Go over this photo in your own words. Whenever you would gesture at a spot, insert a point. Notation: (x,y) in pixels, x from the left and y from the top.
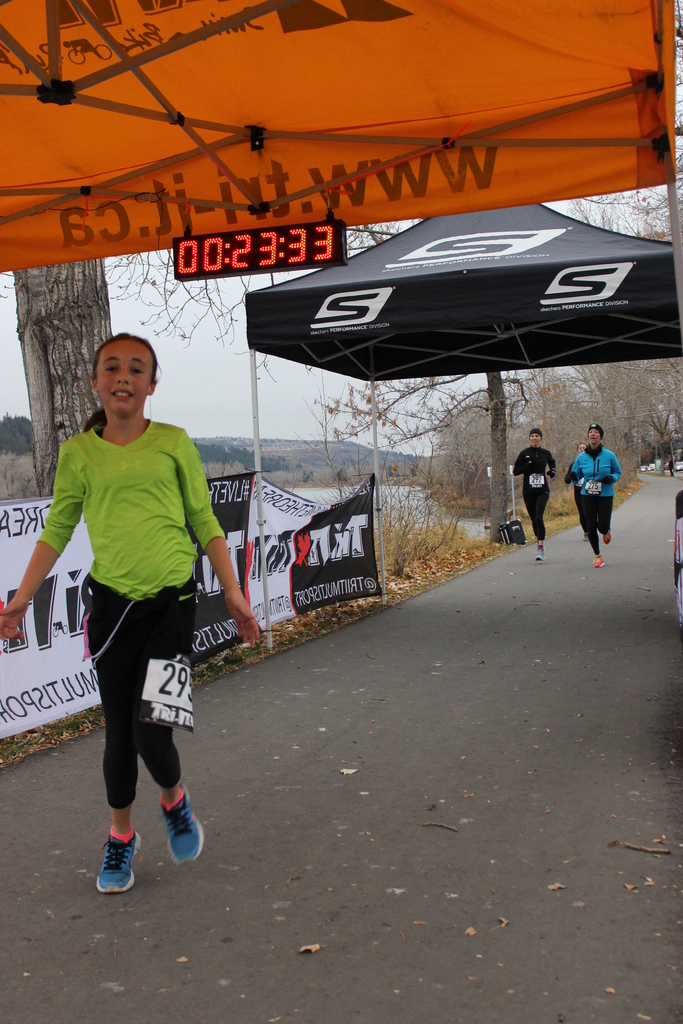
This picture is clicked outside. On the left (146,497) we can see a person (146,459) wearing t-shirt (109,515) and seems to be running. In the background (600,477) we can see the group of persons (544,466) running on the ground (511,690) and we can see the text (343,592) on the banners (323,582) and we can see the tents (469,292) and the numbers (236,254) on the digital screen (254,246). In the background (208,347) we can see the sky (202,353), trees (1,470), plants (10,463), metal rods (255,417) and some other objects (680,500) and we can see the text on the tents (293,48).
